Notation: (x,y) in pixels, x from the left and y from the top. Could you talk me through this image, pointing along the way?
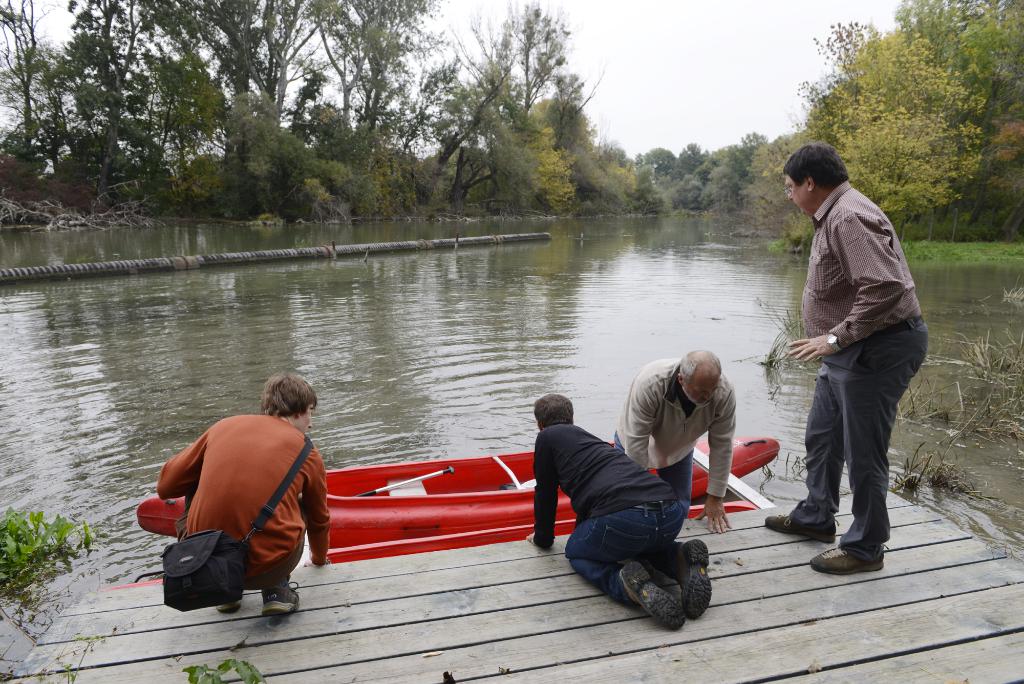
In this image we can see some people (287,583) on the deck (399,595). We can also see a boat (457,531) in a large water body (387,349). We can also see some plants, grass (912,244), a group of trees (219,159) and the sky (688,68) which looks cloudy.
